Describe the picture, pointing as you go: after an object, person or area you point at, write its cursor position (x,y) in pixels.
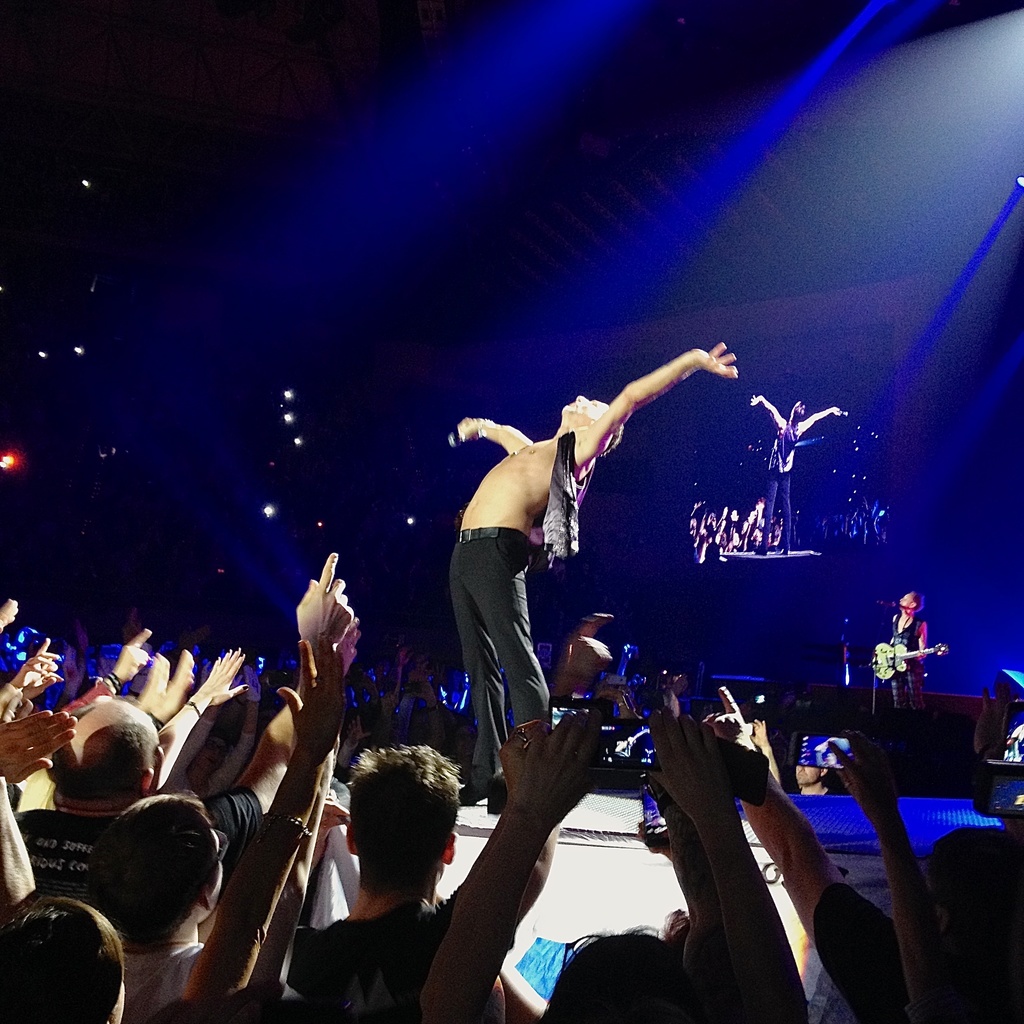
A man (471,778) is standing on the stage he is holding a mic (449,440). There are people (290,891) around the stage (655,914). Some are taking pictures. In the right (914,662) a man (917,626) is playing guitar (898,649) in front of him there is a mic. In the background (765,382) there is a screen (699,431).
